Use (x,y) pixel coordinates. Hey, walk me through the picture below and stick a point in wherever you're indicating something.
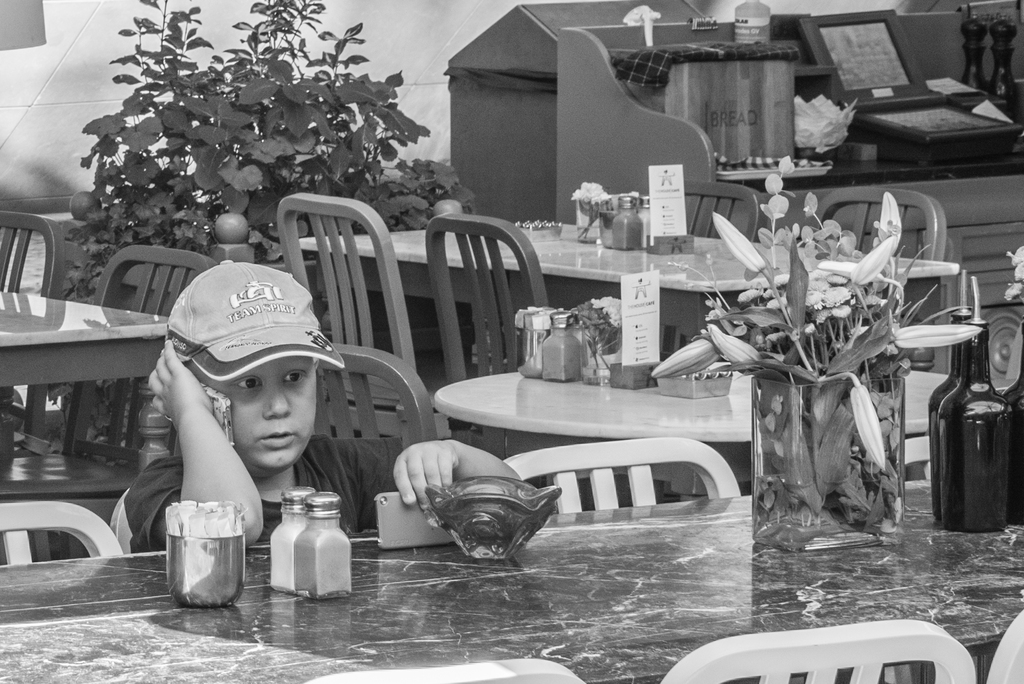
This picture shows a boy (142,514) seated on the chair (117,507) and holds mobile (397,500) in his hand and we see few plants (452,199) and flowers (793,325) on the table (262,676).
